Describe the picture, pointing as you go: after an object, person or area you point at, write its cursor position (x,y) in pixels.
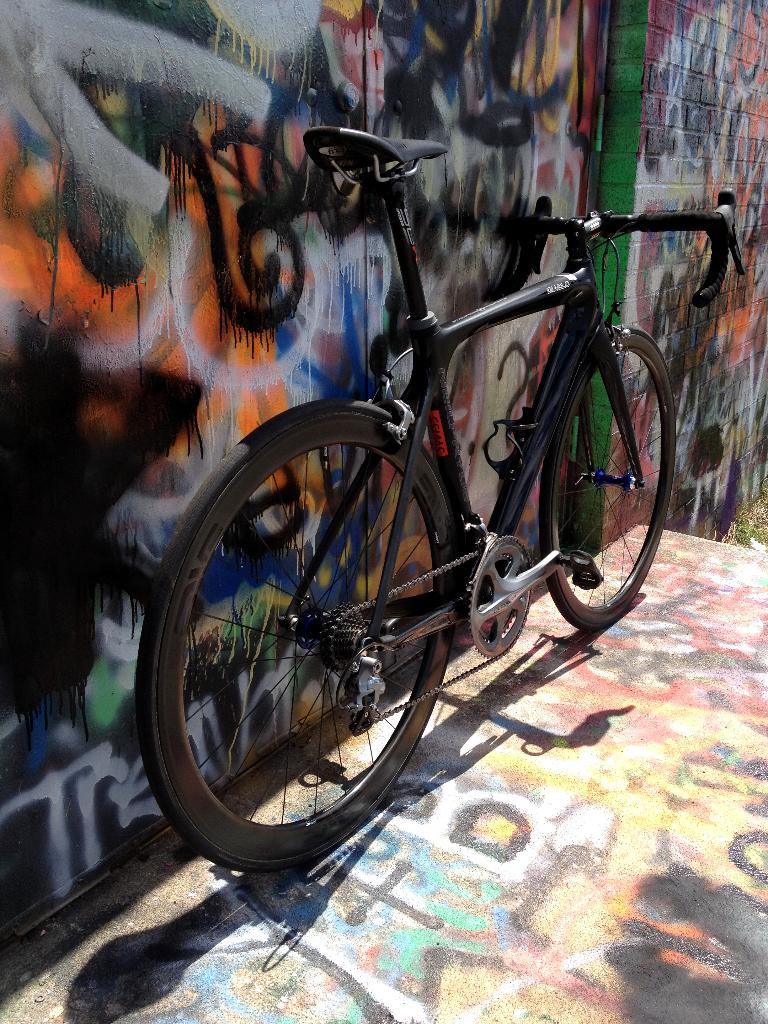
In the center of the image (425,491) we can see a bicycle (342,460). In the background of the image (750,80) we can see the graffiti (368,379) on the wall (767,318) and floor (473,709).
